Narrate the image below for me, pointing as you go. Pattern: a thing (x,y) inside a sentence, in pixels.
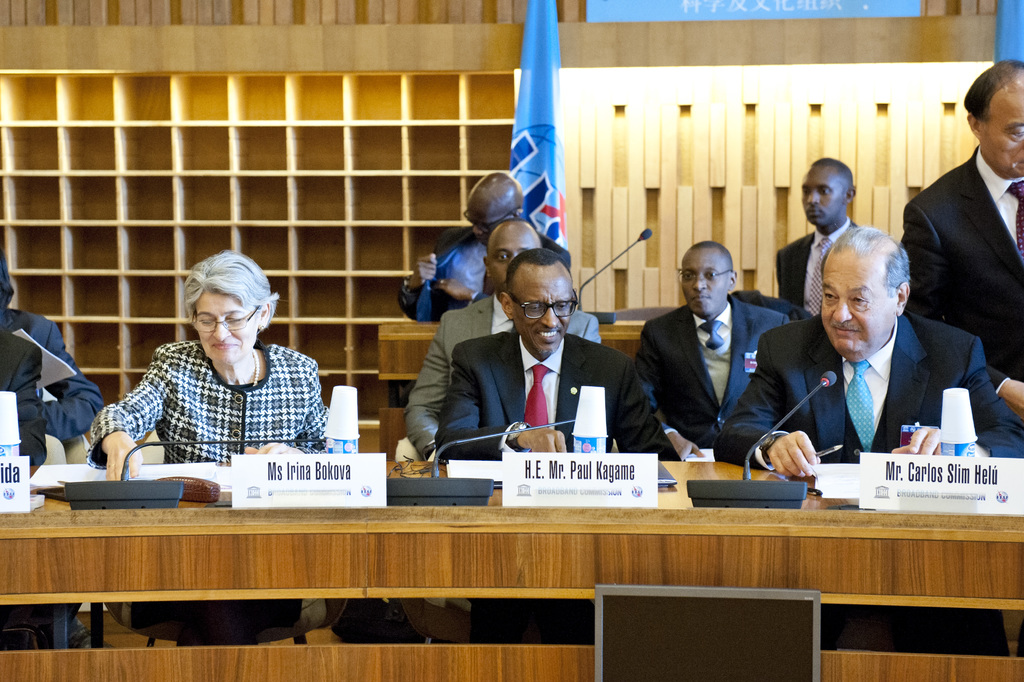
In this picture we can see a group of people (862,396) sitting on chairs (78,443) and in front of them on the table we can see name boards (15,475), mics (447,442), bottles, glasses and in the background (174,158) we can see a flag (551,65), wall (604,44).
